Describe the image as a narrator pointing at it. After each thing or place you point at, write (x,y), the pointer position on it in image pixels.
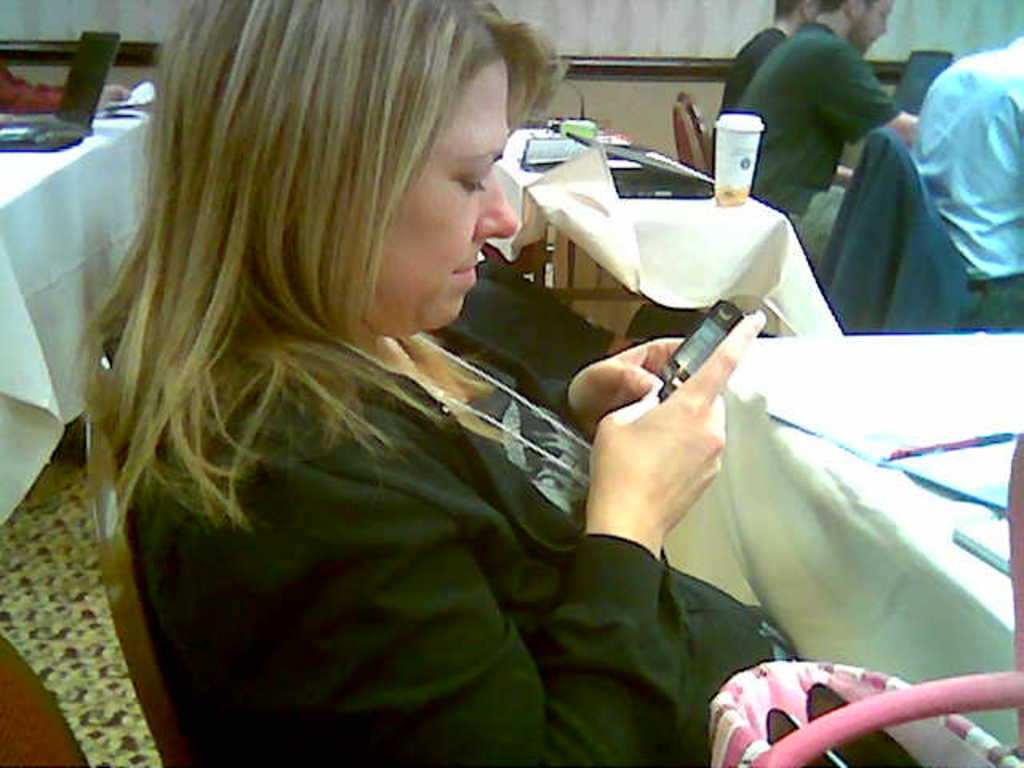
This picture describes about group of people (413,258), they are seated on the chairs (695,163), in front of them we can see few laptops (626,153), cup (742,142) and other things (615,188) on the table (628,232), in the middle of the image (456,347) we can see a woman (378,214), she is holding a mobile (712,318).
